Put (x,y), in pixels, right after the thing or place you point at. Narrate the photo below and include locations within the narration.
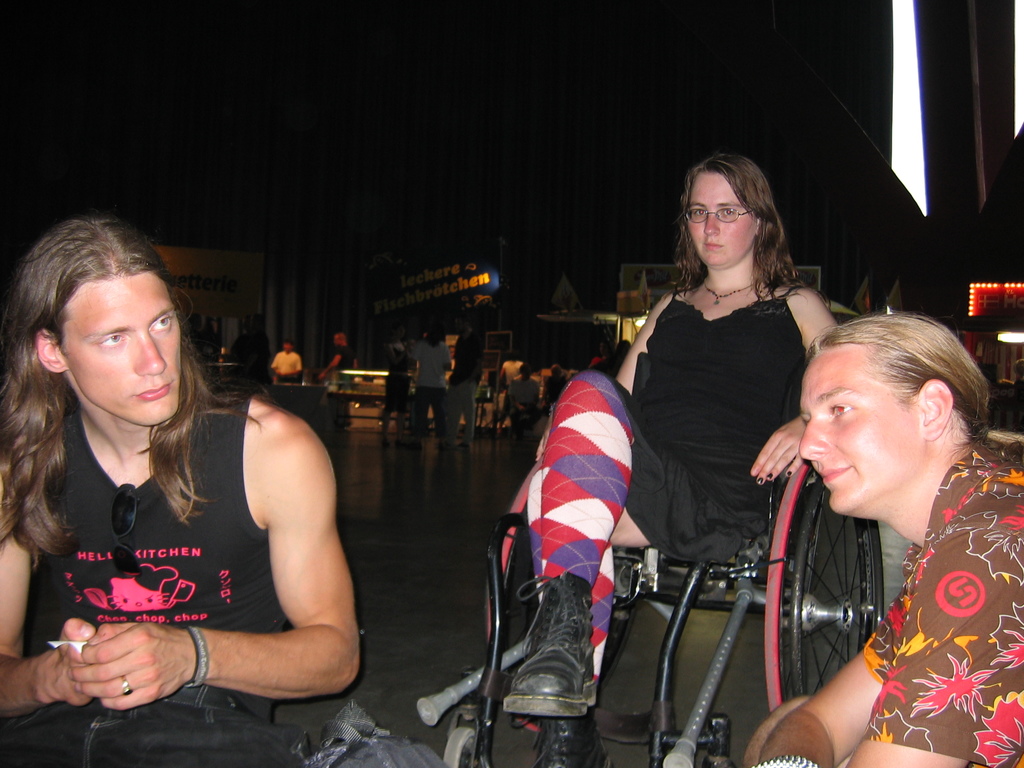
In this image we can see a woman (643,444) sitting on the wheelchair (738,560). We can also see two persons (251,457). In the background (418,381) we can see a few people (447,349) standing on the floor (387,488). Image also consists of banners (467,295) and also a board (987,296) with the text (994,298) and also lights (970,303).
